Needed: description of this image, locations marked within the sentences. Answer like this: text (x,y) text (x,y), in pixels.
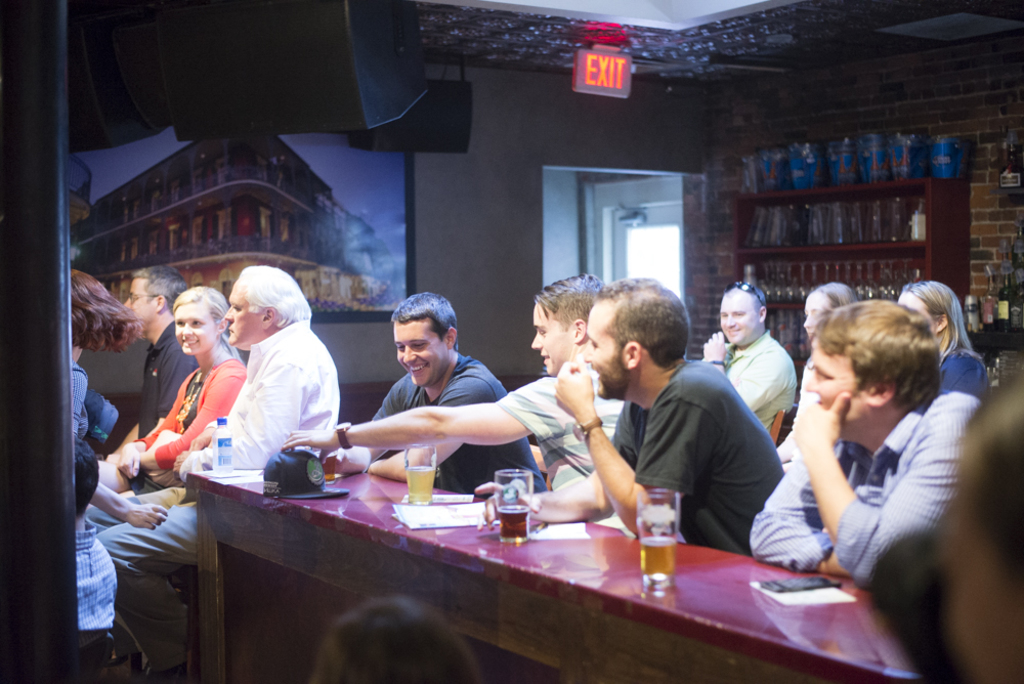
In the image we can see there are lot of people (580,404) who are sitting on chair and on table (535,576) there are beer glass (643,567), paper (833,602) and mobile phone (801,583).
